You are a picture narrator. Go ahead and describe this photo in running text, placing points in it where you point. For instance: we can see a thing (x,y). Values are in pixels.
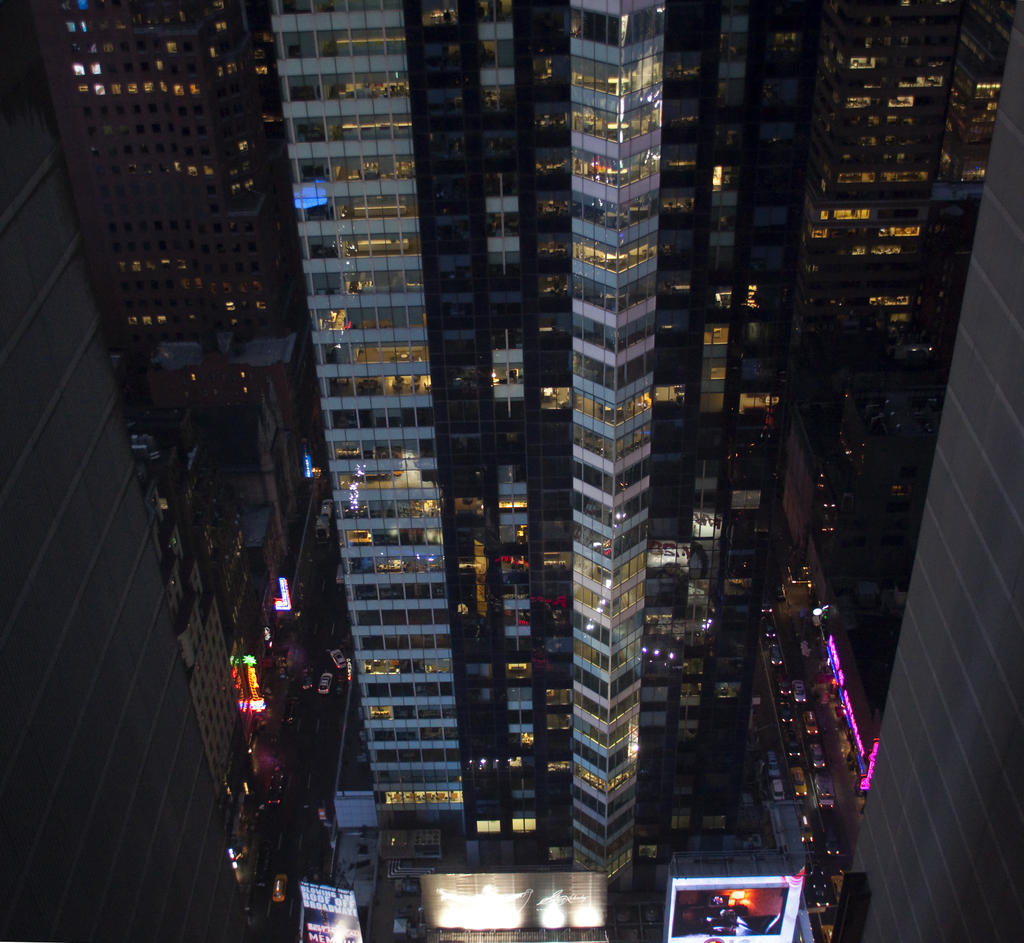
In this image I can see there are very big buildings (634,522) with the lights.
